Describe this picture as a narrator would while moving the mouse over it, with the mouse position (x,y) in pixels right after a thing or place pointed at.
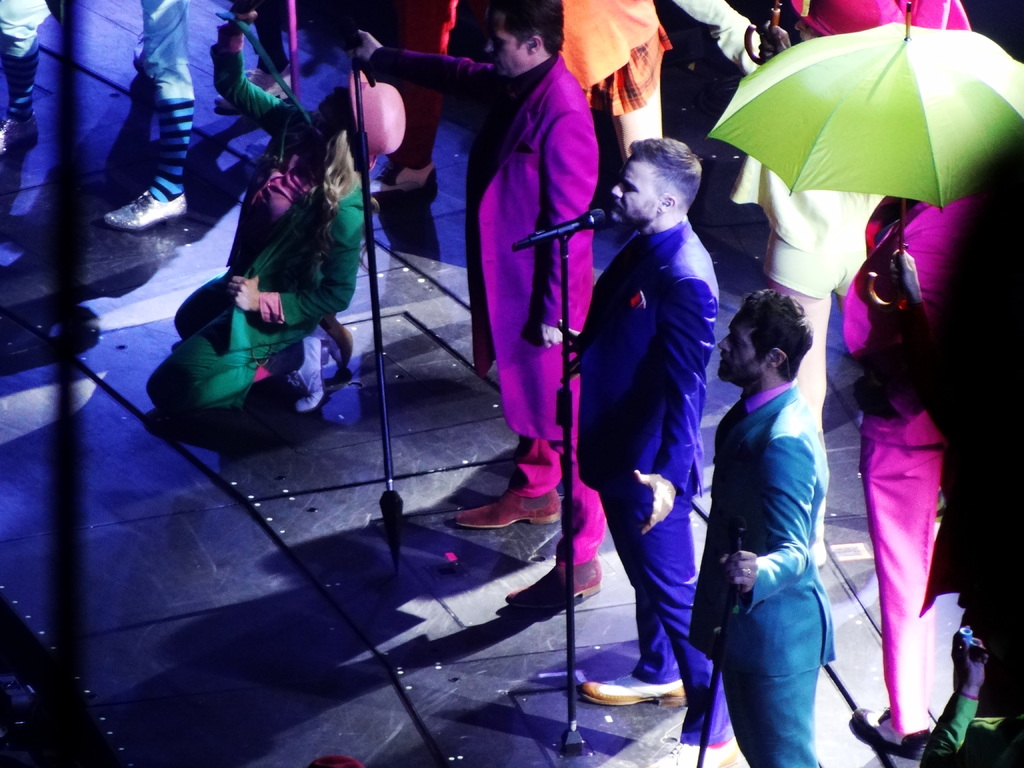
In this image I can see group of people (346,185) standing in front of the microphone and I can see an umbrella (890,124) in green color. Background I can see multi color lights (7,422).
